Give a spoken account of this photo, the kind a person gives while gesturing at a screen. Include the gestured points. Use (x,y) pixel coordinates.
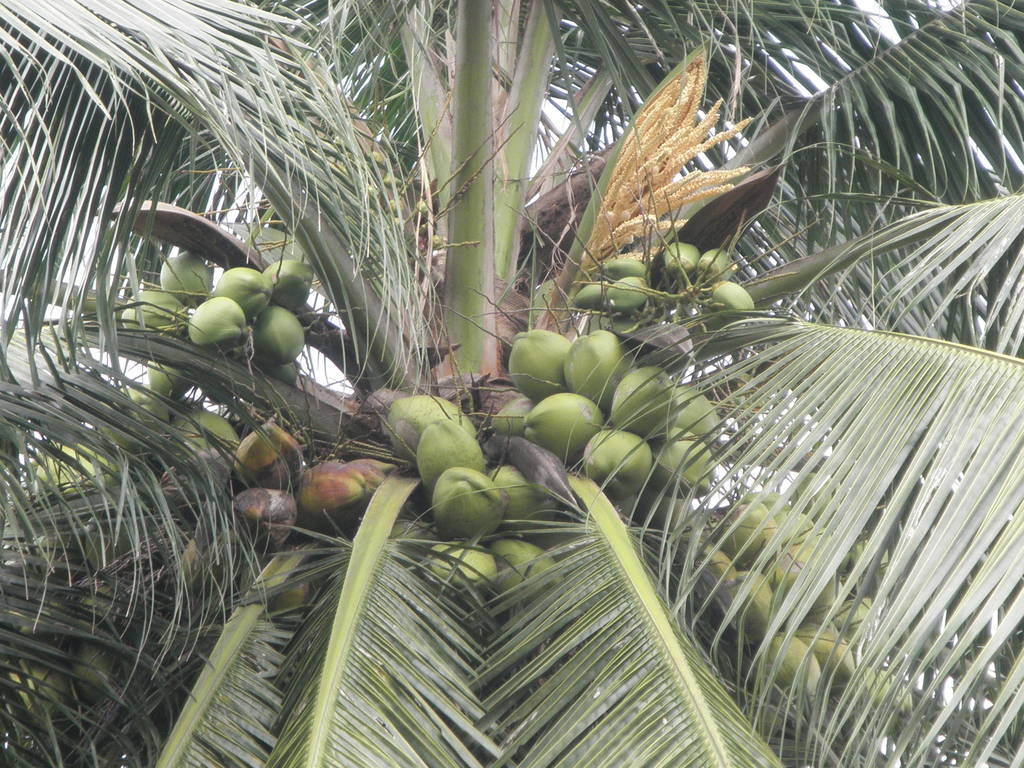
In this image we can see some coconuts (528,516) to a coconut tree (407,562).
